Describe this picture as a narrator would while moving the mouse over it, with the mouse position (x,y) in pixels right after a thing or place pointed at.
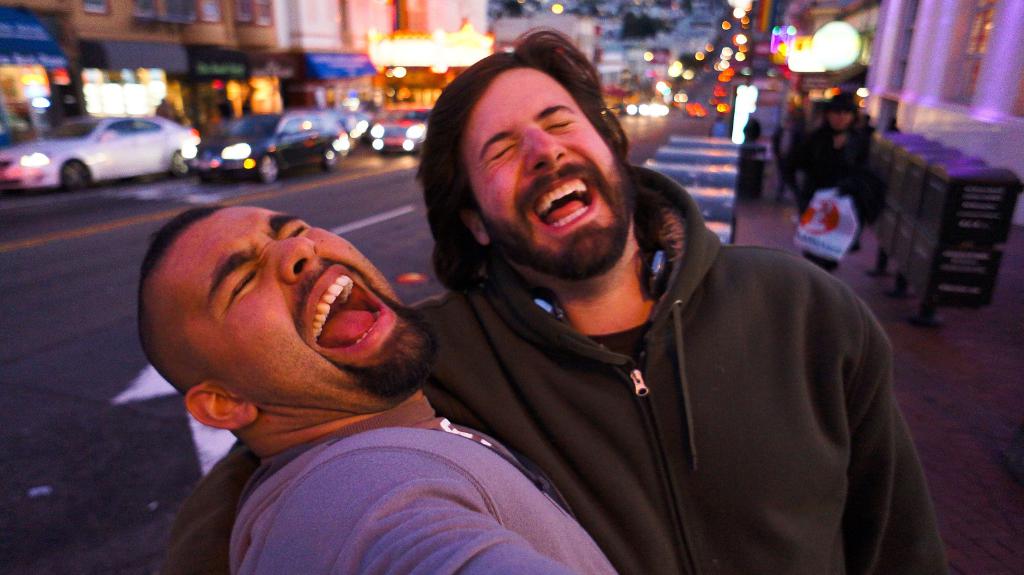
In the center of the image (479,225), we can see people (333,351) standing and smiling and one of them is wearing a coat (599,367) and headset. In the background (419,81), there are buildings (85,35), lights (778,58), poles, boards (750,97) and some objects (850,205) and there are some boxes (927,200) on the right (936,216) and we can see some vehicles (267,143) on the road (387,217).
